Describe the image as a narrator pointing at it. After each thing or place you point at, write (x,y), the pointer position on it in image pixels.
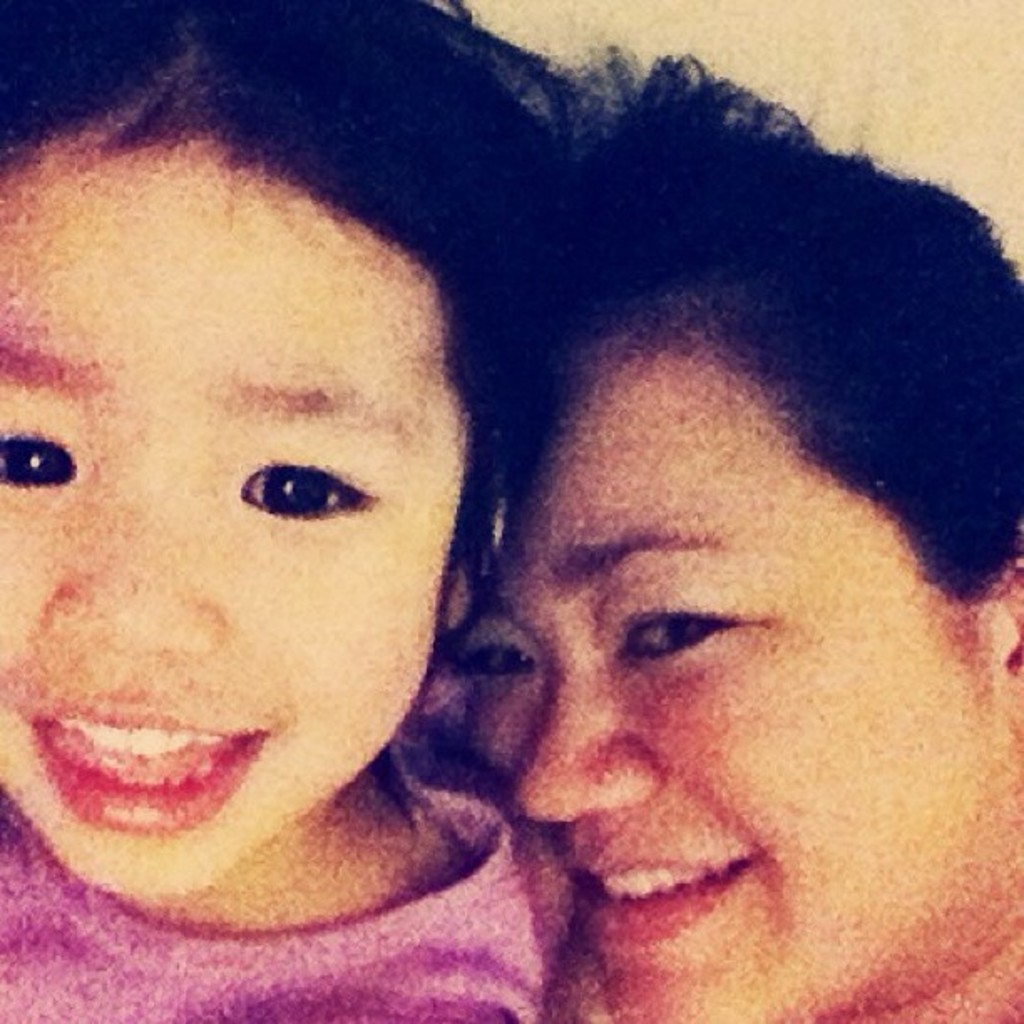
This picture shows a woman (582,391) and a girl (49,740) and we see smile (45,761) on their faces (781,936).
